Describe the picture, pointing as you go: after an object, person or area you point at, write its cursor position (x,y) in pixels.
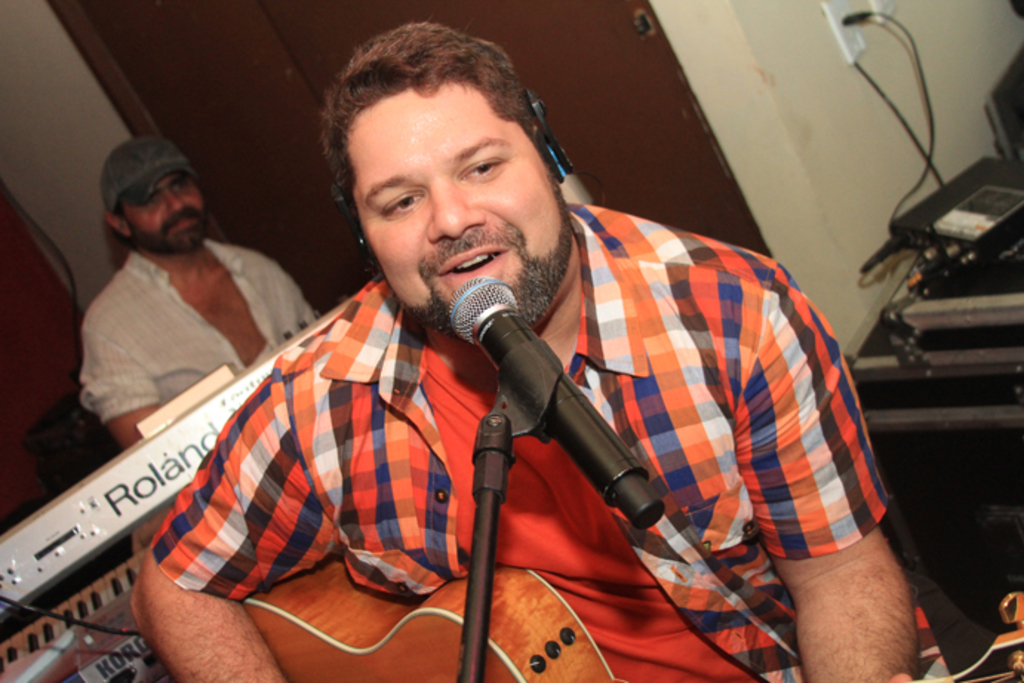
In this picture there is a guy (456,361) in orange shirt (364,423) holding the guitar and playing it in front of the mic (504,346) and behind there is a guy (130,319), some musical instruments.
